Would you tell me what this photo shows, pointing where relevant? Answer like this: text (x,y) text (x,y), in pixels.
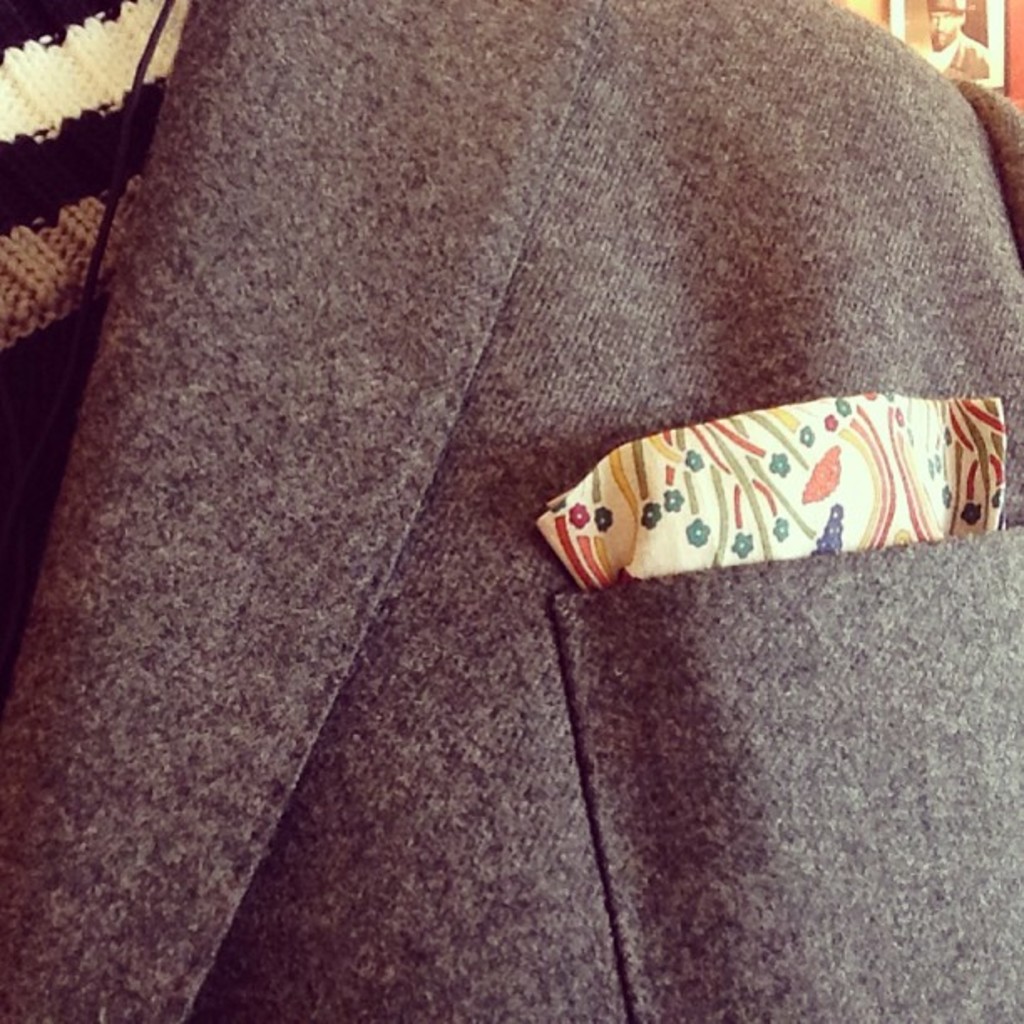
The picture consists of a jacket (552,480). On the right (951,28) we can see a photograph (938,20). On the left (89,88) there is a cloth (89,149).
